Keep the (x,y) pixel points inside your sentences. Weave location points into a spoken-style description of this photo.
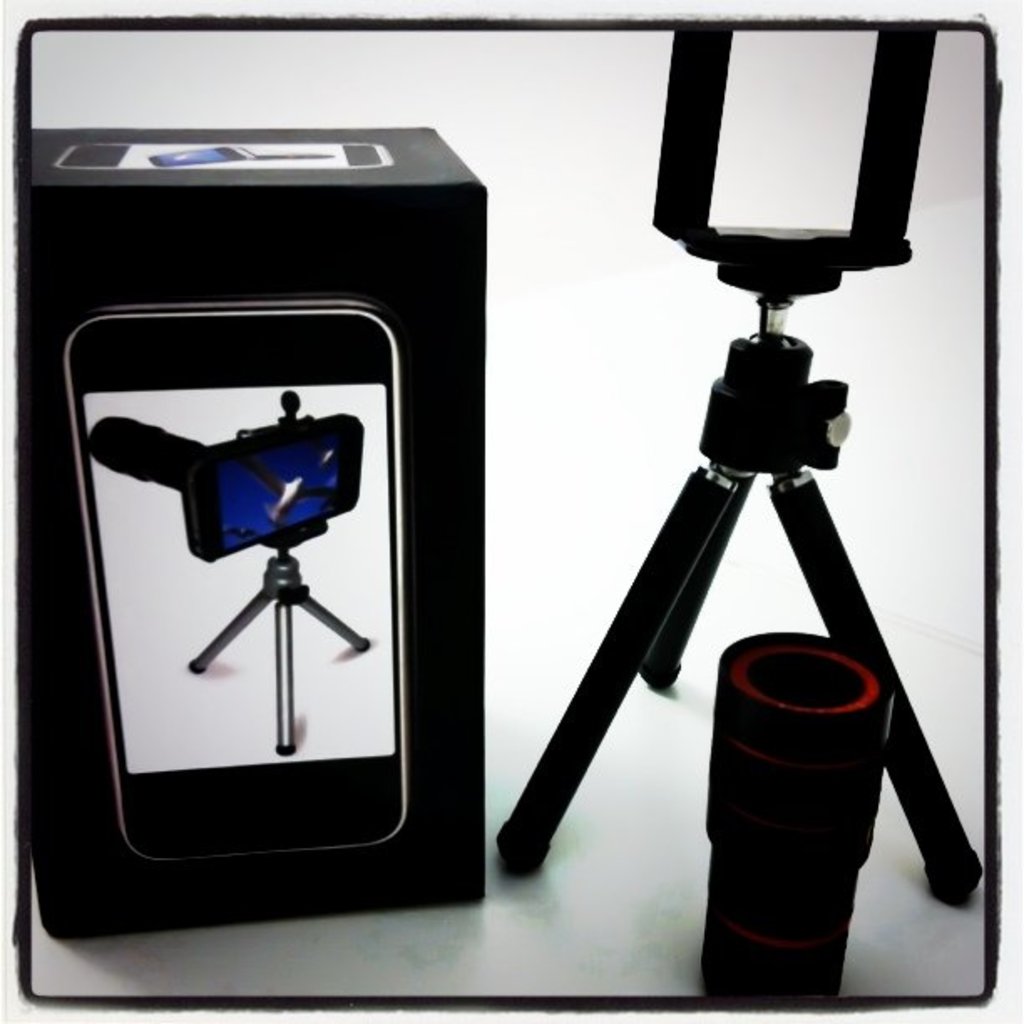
In this picture I can observe a tripod stand (809,485) on the right side (698,178). On the left side (189,428) I can observe box (316,355) of a tripod stand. The background (225,73) is in white color.
